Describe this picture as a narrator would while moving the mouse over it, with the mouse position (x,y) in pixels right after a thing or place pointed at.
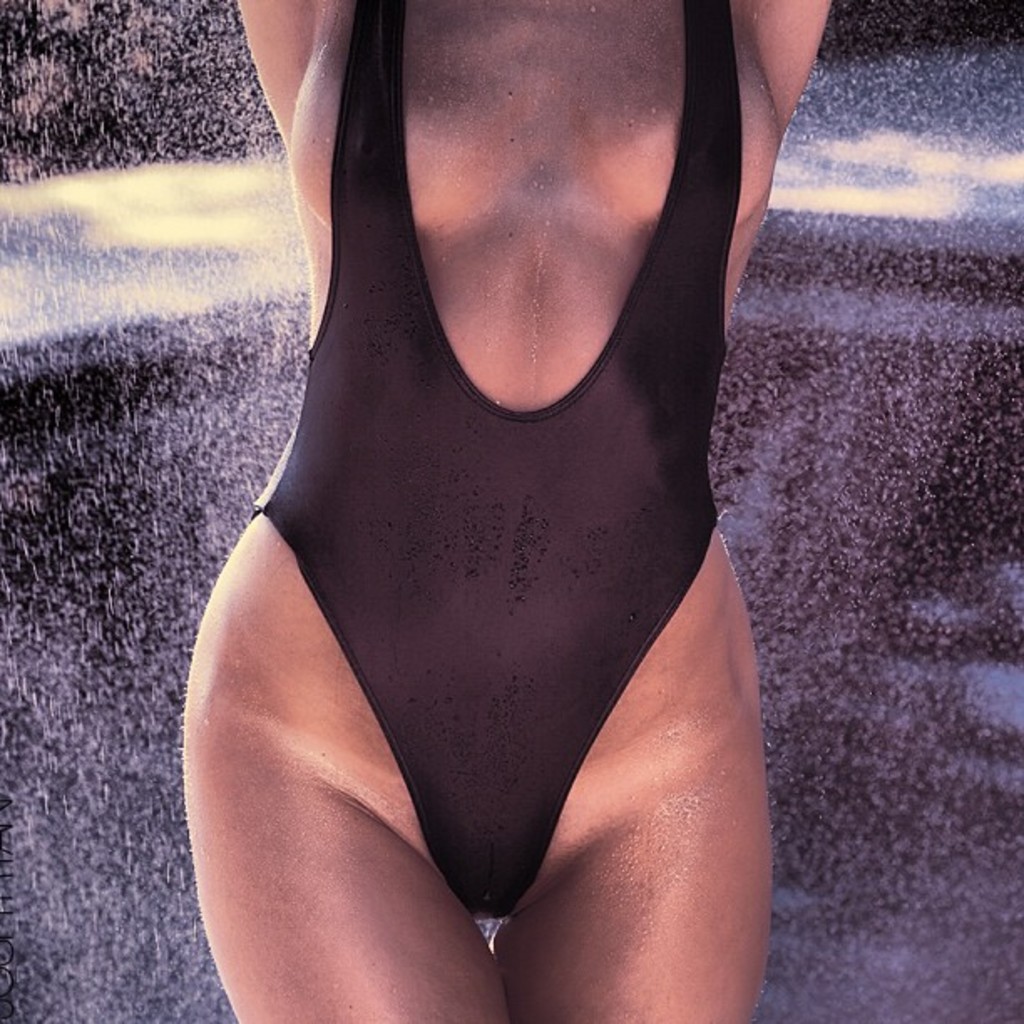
In this picture there is a woman (706,417) who is wearing black swimsuit (551,584). She is standing near to the falling water (938,493).
